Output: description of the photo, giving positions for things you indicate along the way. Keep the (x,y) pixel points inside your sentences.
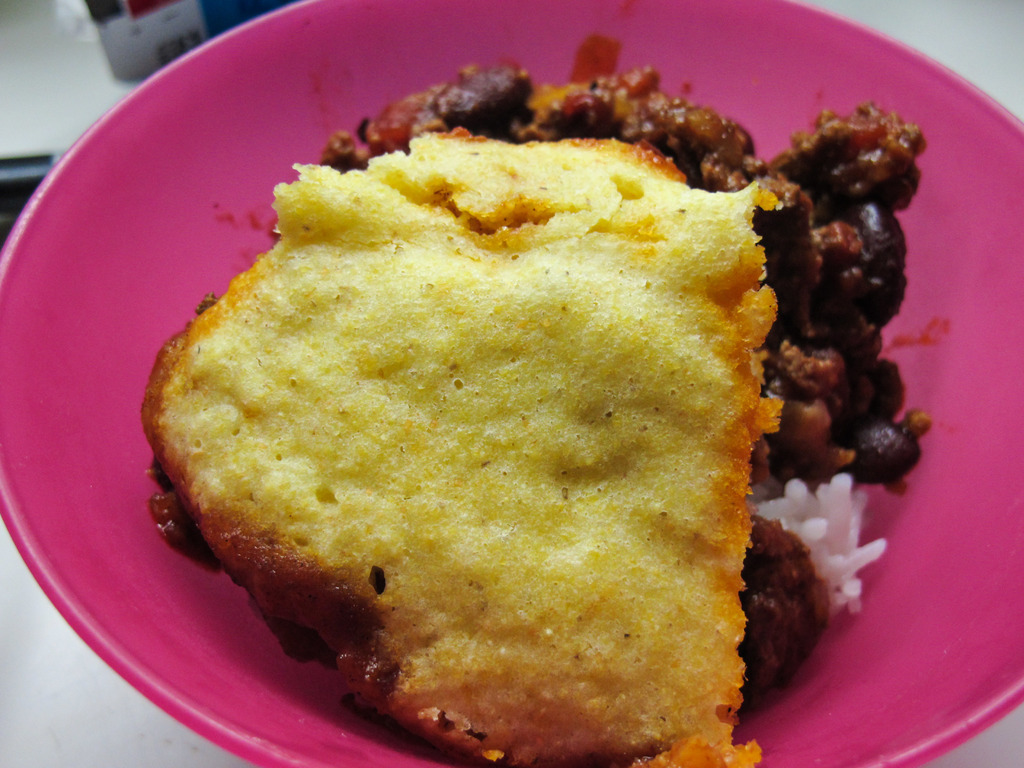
In this image there is a food item (578,179) on the plate (73,343), on the object (8,582).
